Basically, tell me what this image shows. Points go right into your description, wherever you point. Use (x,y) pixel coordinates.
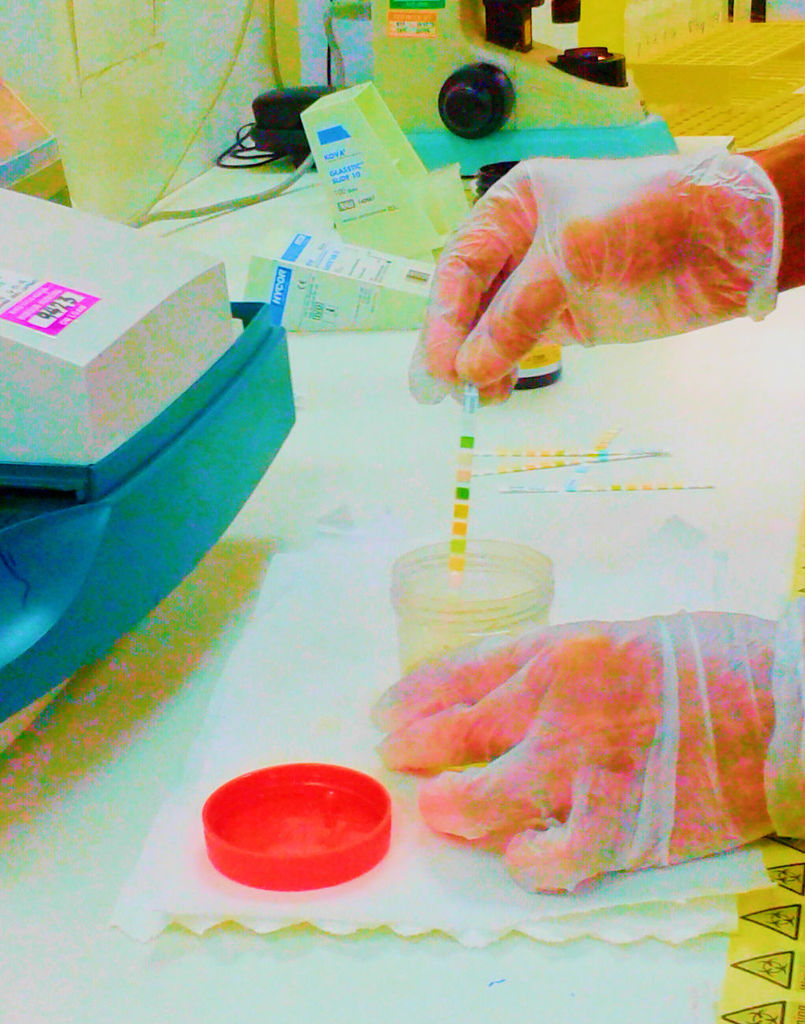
In the given image i can see a person (440,792) holding an object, box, wire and some other objects (280,126).
